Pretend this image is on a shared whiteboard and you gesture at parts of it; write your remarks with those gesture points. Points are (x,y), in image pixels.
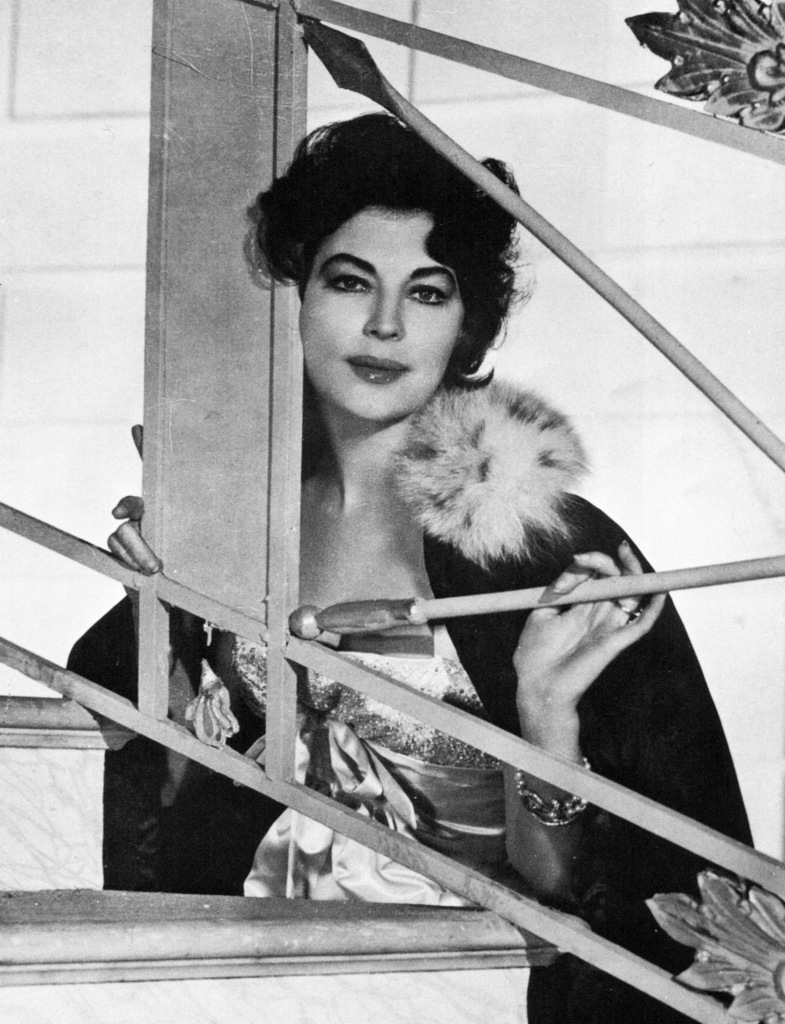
This is a black and white pic. Here we can see a woman (442,513) is standing at the fence (170,416) by holding a pole (534,598) of it in her hand (612,607). In the background (62,159) we can see the wall (79,583).
